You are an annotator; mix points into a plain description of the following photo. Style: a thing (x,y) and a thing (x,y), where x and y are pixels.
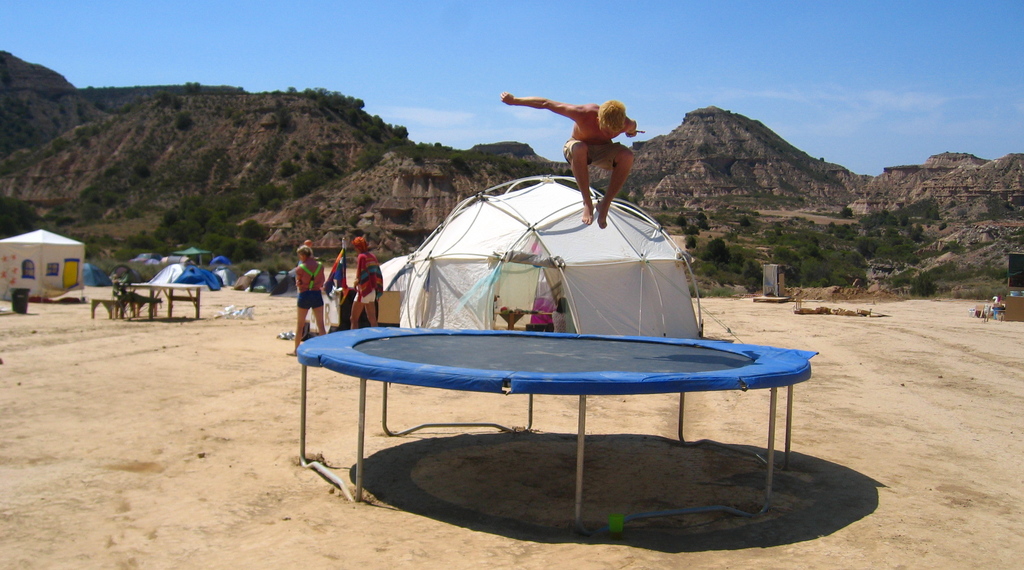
There is a person (623,133) in short (612,159), jumping on the trampoline (644,344) which is arranged on the ground (440,536). In the background (654,257), there is a tent (399,281), there are persons (378,283), there are other tents (194,275), there are mountains (787,165) and there are clouds (888,101) in the blue sky (454,76).
